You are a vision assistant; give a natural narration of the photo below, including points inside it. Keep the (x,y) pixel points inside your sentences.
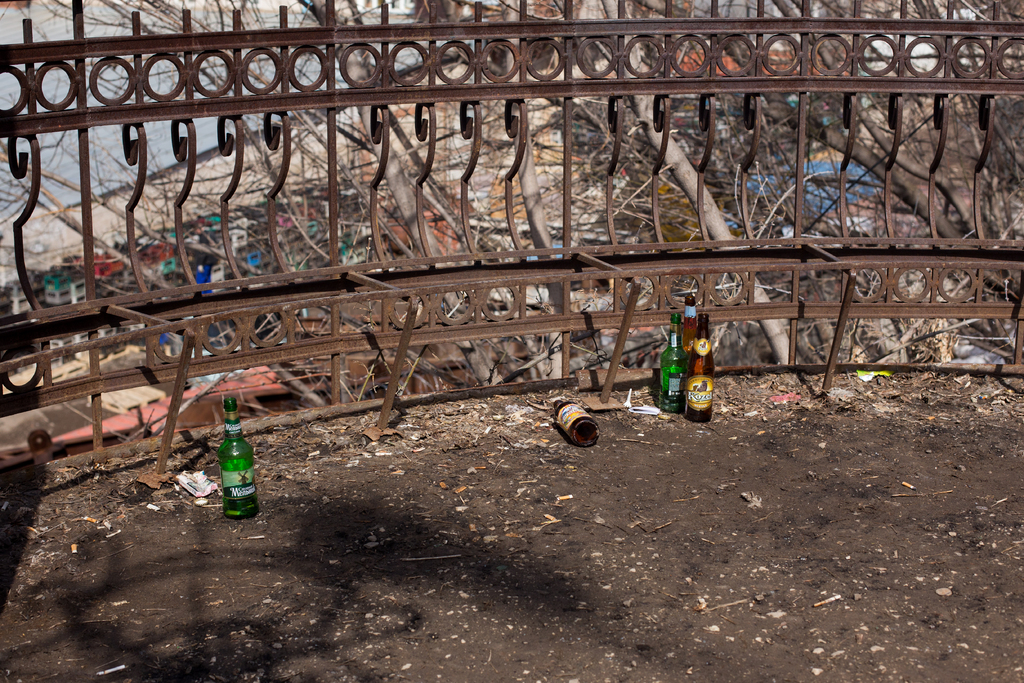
In this image, There is ground (774,626) in black color, There are some bottle (246,468) which are in green and brown color, There is a grill (13,387) in brown color, In the background (523,220) there are some trees (805,184).
